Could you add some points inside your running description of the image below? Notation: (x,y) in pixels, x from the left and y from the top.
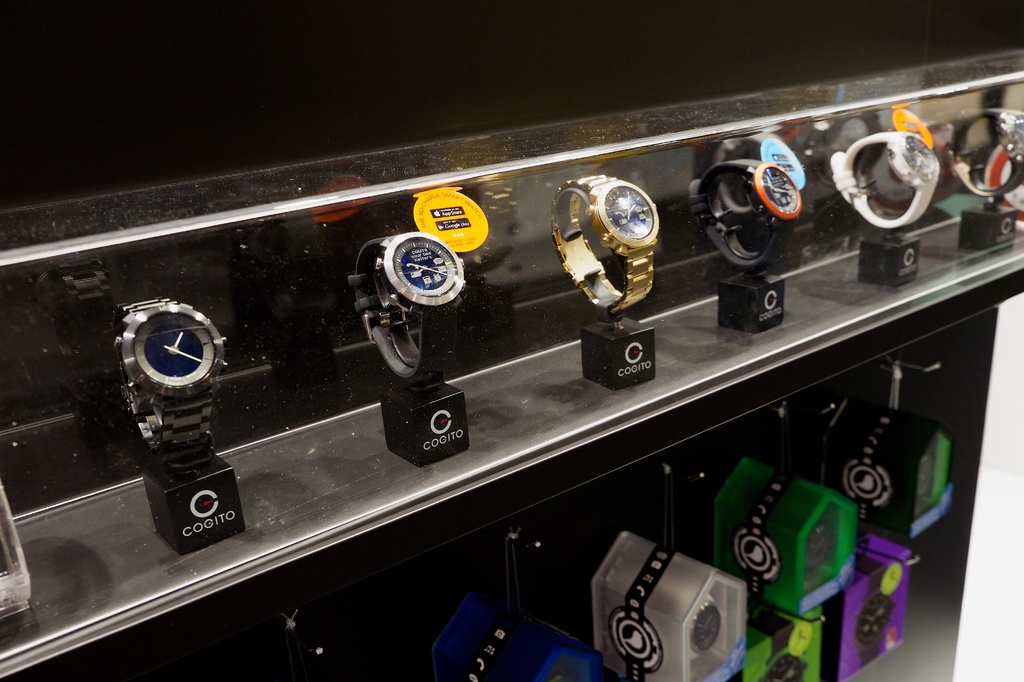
In this image we can see some watches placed in a rack (325,417). On the right side (809,530) we can see some boxes (816,588).
